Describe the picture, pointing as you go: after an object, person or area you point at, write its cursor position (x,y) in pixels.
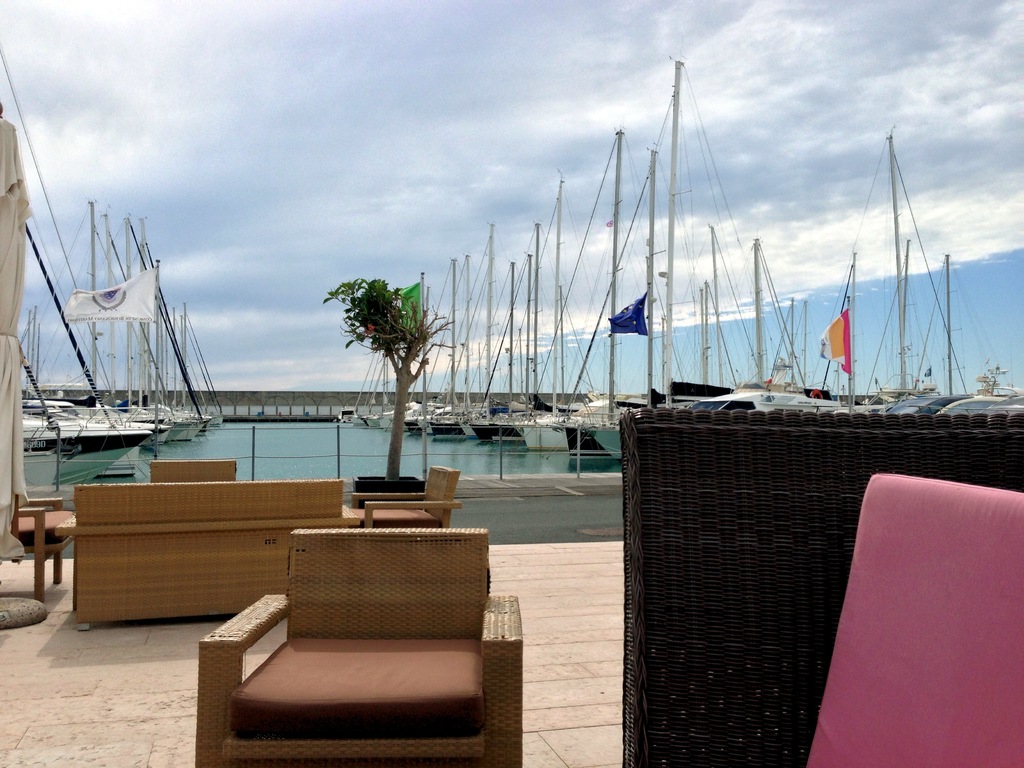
In this image we can see some yachts (43,418) on the sea (262,453), some flags (623,318) attached to the yachts (413,405), one big wall (267,397), some objects (259,414) are on the surface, one sea (348,465), one fence (474,454), some chairs (419,557), one sofa (219,521), one white parasol (4,474) and one tree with pot (407,483).
